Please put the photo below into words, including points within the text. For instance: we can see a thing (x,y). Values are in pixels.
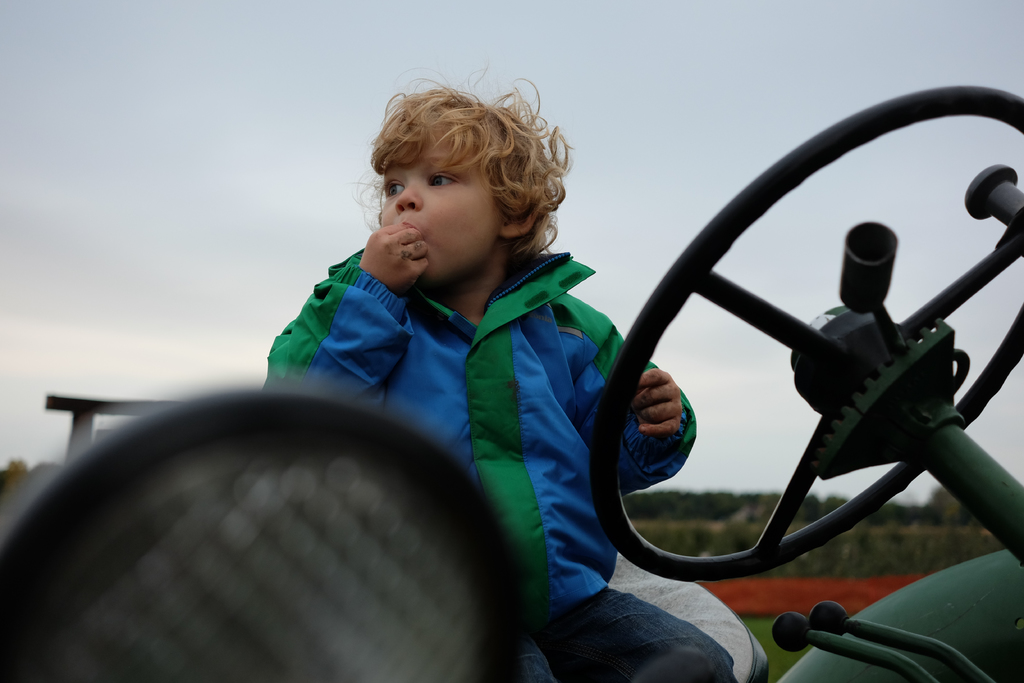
In this image I can see a boy (379,342) wearing a jacket (554,380). i can also see he is sitting in a vehicle (512,641). One of his hand (405,262) is near his mouth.
